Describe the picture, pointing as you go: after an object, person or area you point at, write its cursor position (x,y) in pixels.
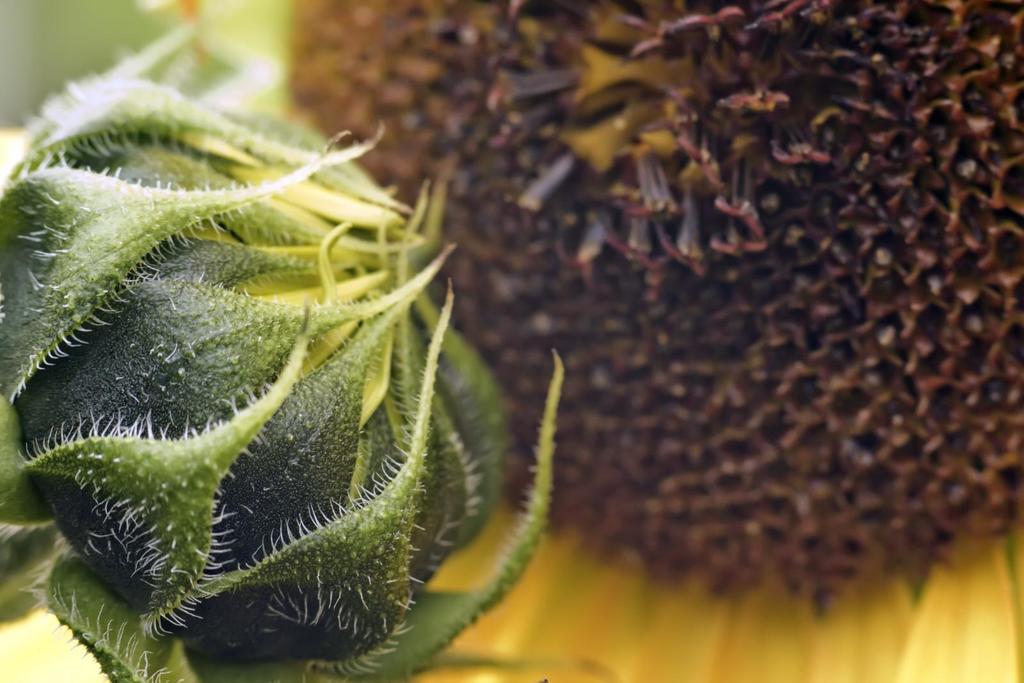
In this picture, we can see some flowers (242,345) which are in green and yellow color.
